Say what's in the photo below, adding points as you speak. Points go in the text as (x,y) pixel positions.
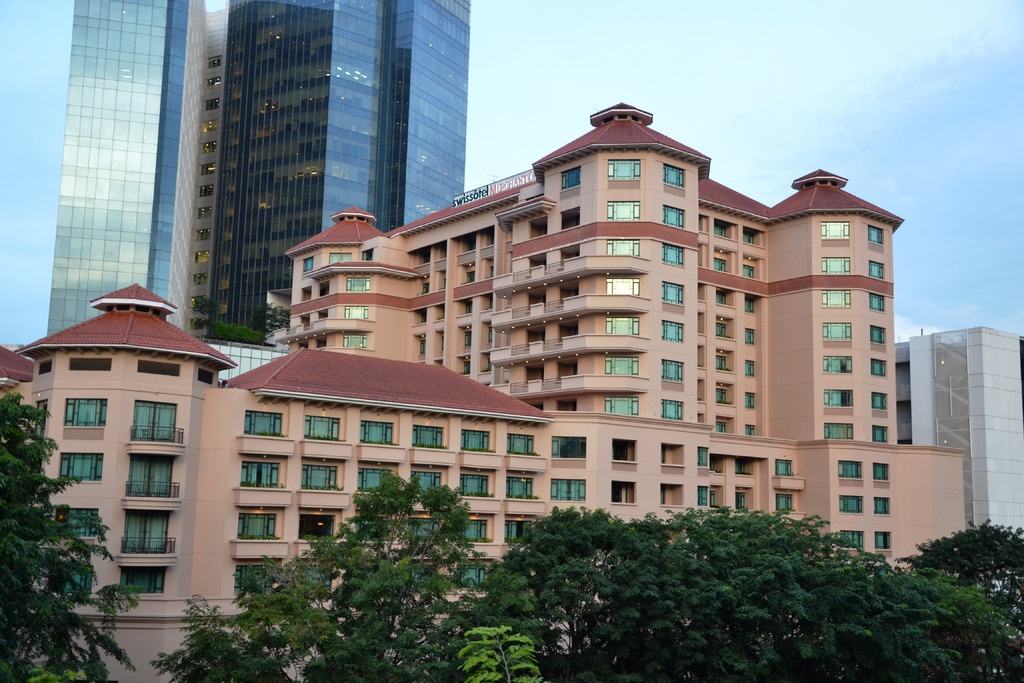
In this image we can see a group of buildings (424,422) with windows (319,420). We can also see a signboard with some text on it, a group of trees (357,571), some plants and the sky (918,320) which looks cloudy.
